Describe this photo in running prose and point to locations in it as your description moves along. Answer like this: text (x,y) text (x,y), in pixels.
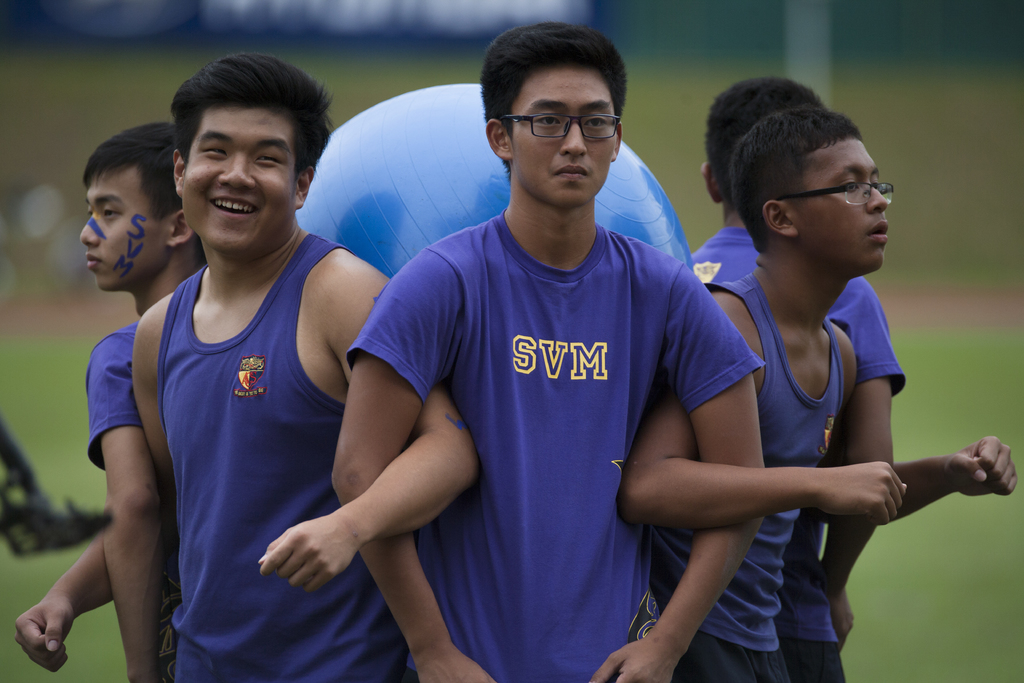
In this picture we can see a group of people (392,406) and an exercise ball (397,169). Behind the people (333,257) there is the blurred background (139,89).
